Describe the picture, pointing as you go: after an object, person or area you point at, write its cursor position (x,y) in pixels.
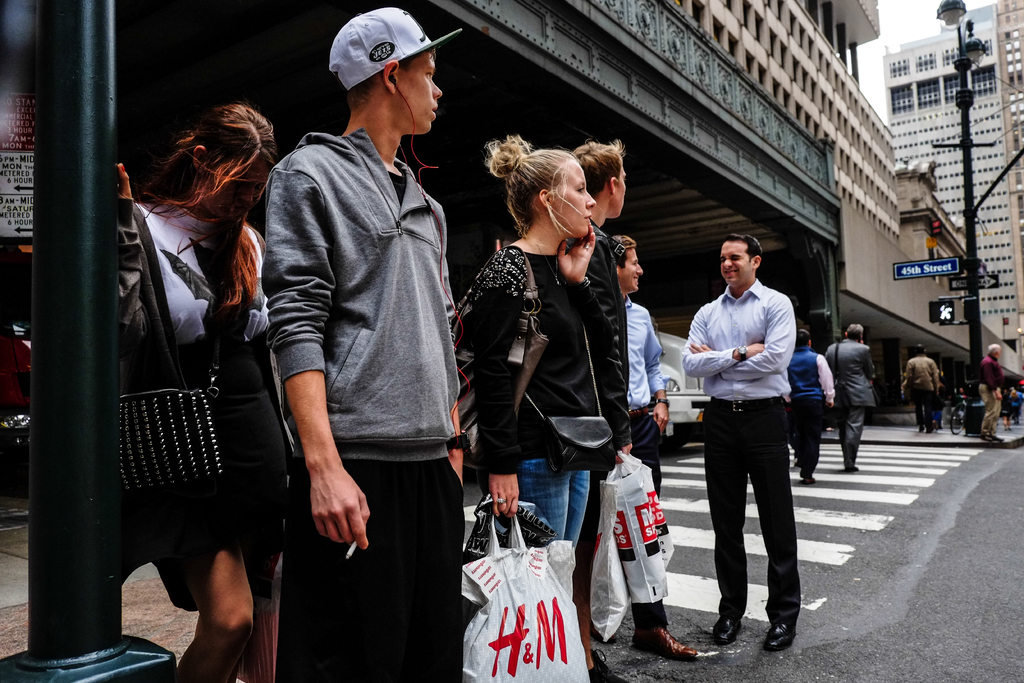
In this image I can see group of people (589,213) standing. the person (360,195) standing in front (399,520) wearing gray shirt (359,233), black jeans (390,480). At back (1009,275) I can see few other people (802,382) walking on the pathway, light pole (974,62), buildings (846,106) in cream and gray color, sky (893,44) in white color.
